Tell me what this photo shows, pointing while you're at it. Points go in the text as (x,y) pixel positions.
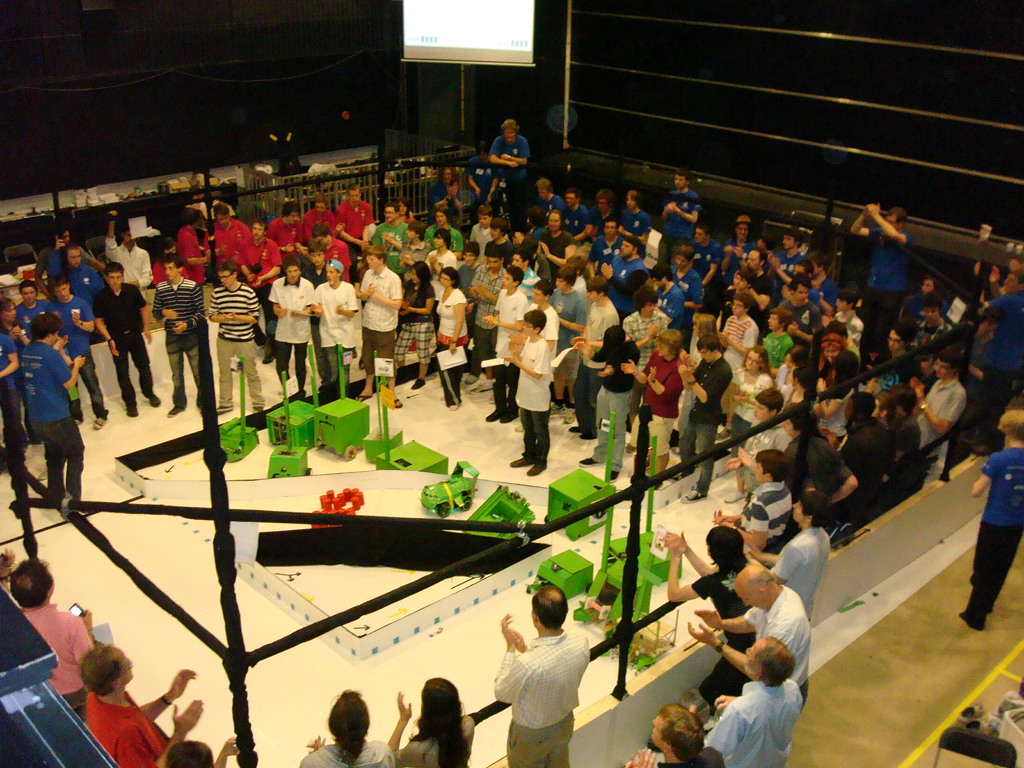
In this image I can see the cream colored surface (146,553) on which I can see number of people (312,302) standing and I can see few of them (592,370) are holding papers (558,360) in their hands (581,342). I can see few green colored objects (475,469) on the floor (405,439). I can see a screen (430,48) and the black colored background (655,105).
